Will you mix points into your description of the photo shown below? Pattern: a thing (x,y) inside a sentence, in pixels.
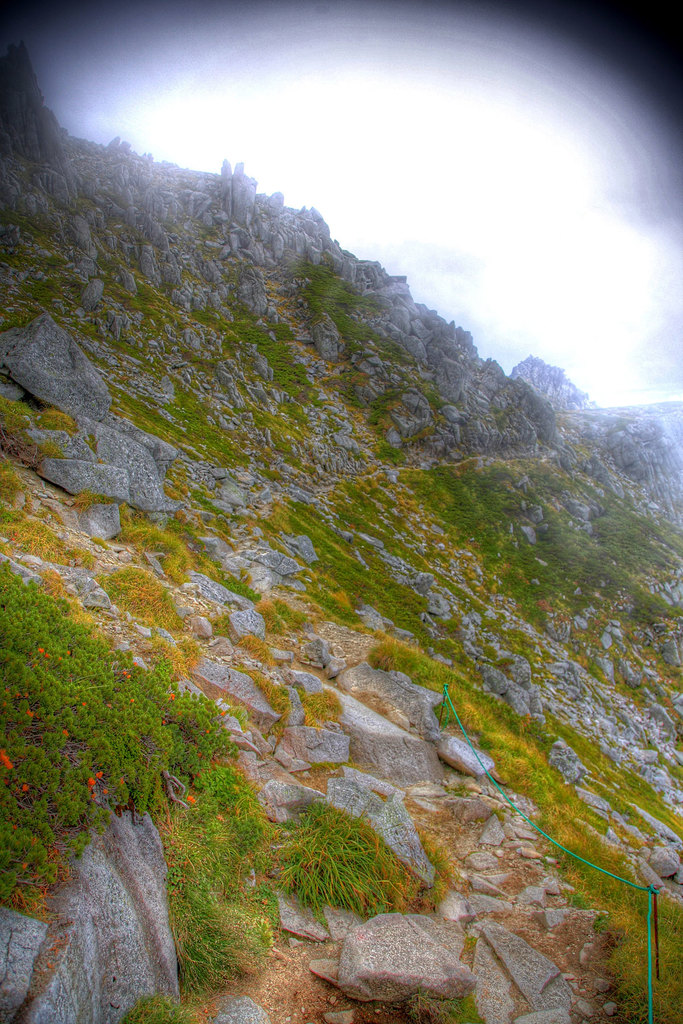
There is grass (430,673). There are rocks (404,825) and plants (642,517) on the hill (583,919). In the background (657,227), there are clouds (514,297) in the sky (532,197).
